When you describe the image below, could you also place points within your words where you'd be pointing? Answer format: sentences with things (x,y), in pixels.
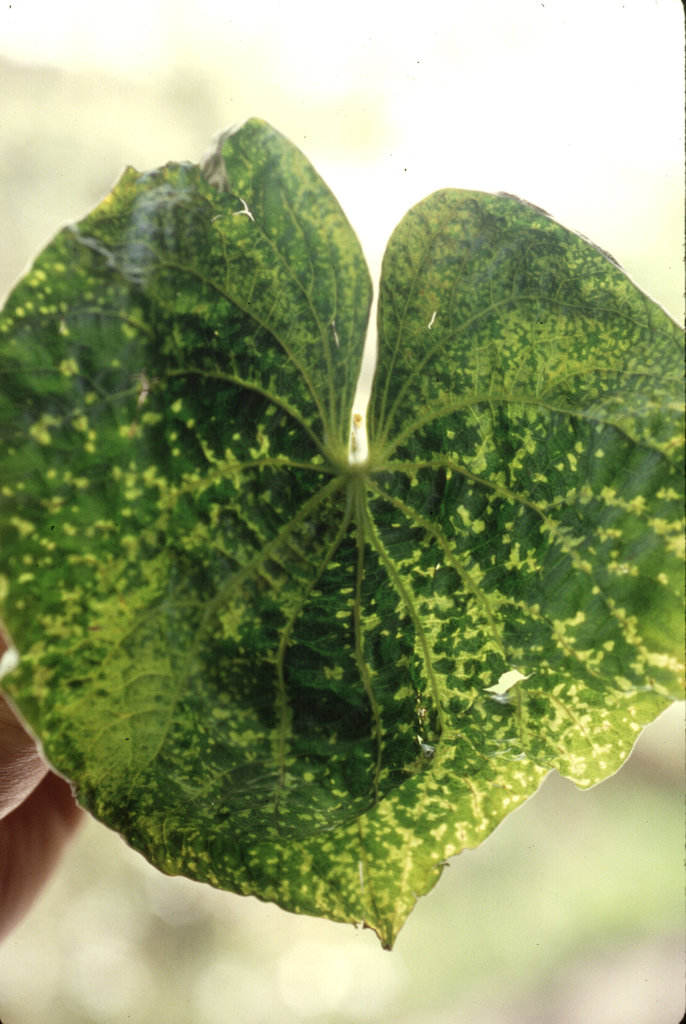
This is the zoom-in picture of a leaf (284,672) which is in green color.
